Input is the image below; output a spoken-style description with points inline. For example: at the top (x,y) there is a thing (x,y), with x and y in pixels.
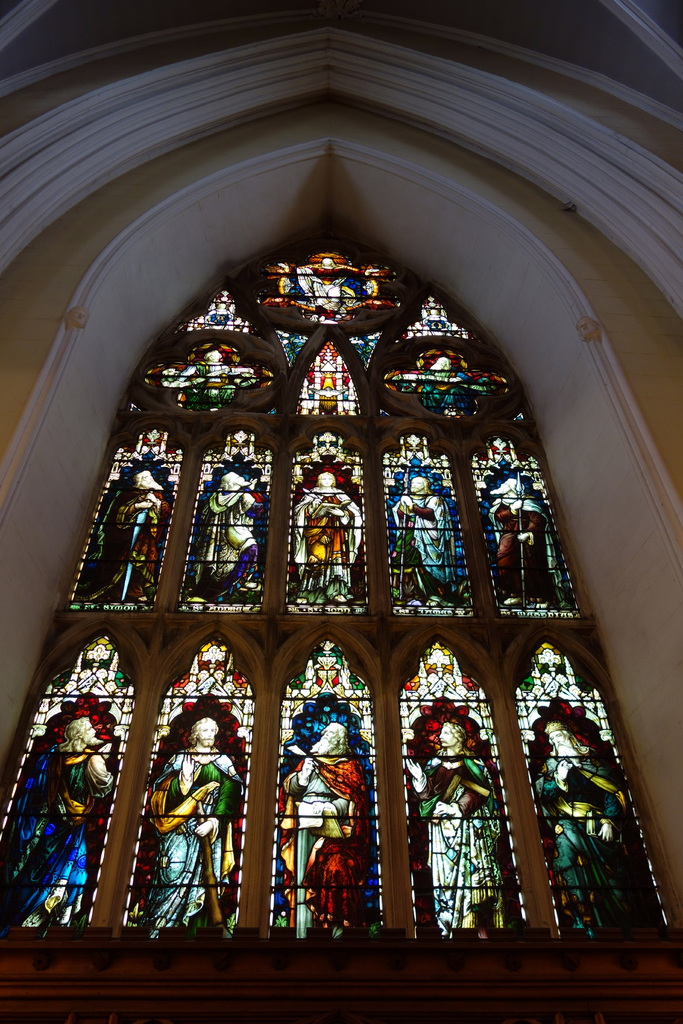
We can see painting (519,714) of people (206,741) on glass (251,449) and we can see wall (566,252).
